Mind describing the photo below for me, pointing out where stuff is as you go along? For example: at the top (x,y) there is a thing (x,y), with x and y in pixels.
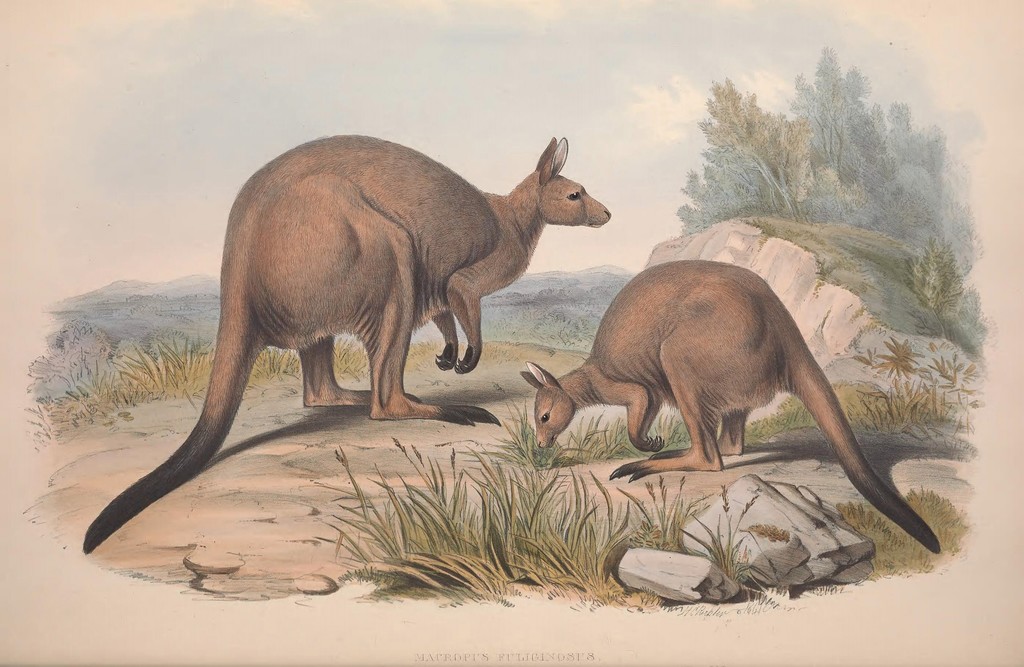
In the center of the image (385,348) there are animals (786,362). At the bottom (501,556) there is grass (582,543) and rocks (739,515). In the background (830,300) there are trees (791,205), hills (188,305) and sky (352,85).
